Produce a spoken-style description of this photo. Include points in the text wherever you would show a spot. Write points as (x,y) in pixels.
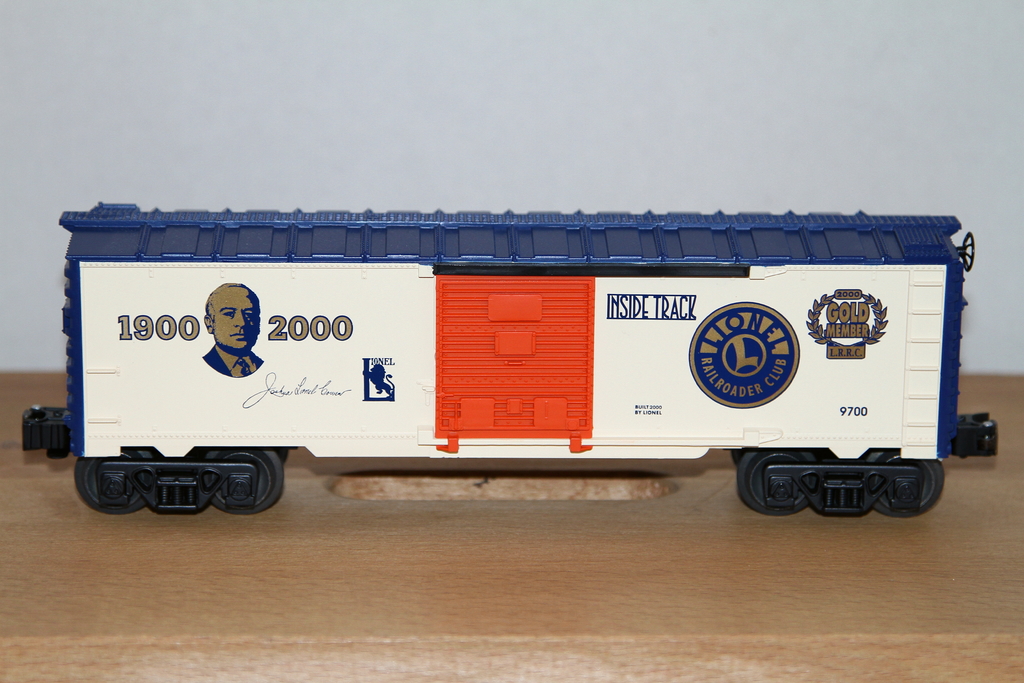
In the picture I can see toy of railway compartment (357,347) on which there are some pictures (244,331) painted and some words (727,395) written.
